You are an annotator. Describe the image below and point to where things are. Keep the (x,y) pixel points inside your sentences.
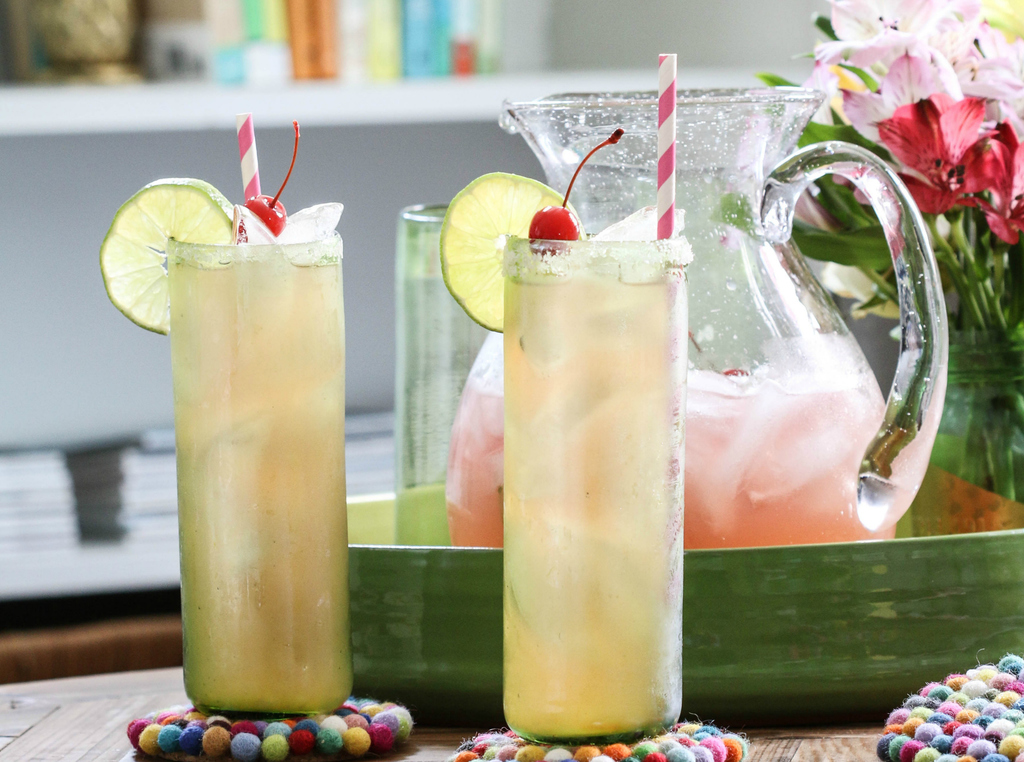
In this image in the foreground (598,315) there are two glasses (265,409), in the glasses (262,357) there is drink (244,587), lemon slices (219,231) and straws (671,143) and beside the glasses (511,520) there is one jug (773,364). In the jug (741,426) there is drink (718,421) and there is one tray (400,596), at the bottom of the image (63,715) it looks like a table (105,689). And on the table (93,692) there are some objects (225,741), on the right side (974,347) there is one pot (957,411) and some flowers (951,224). In the background (327,23) there are some books (282,28) and some objects (44,14) in shelves (228,96).
